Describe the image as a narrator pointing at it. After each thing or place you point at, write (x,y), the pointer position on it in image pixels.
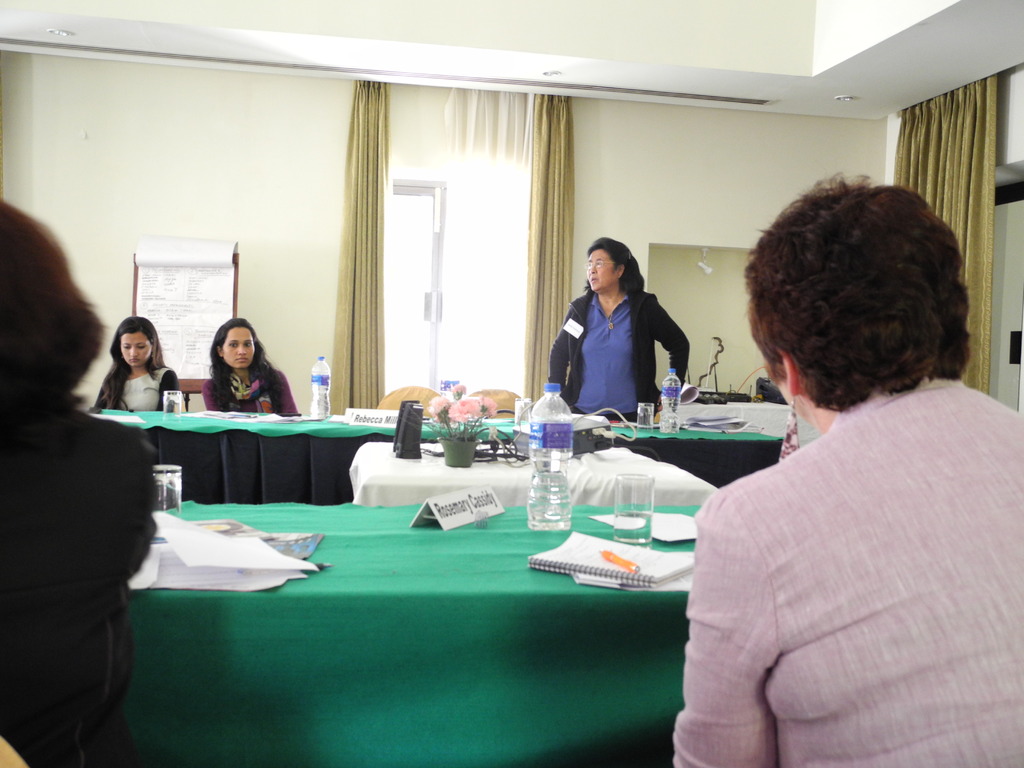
In this picture there are some people (233,385) those who are sitting on the chairs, there are two rows of table (330,509) and there is a flower pot (473,430) and bottles (449,378), glasses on the table (423,468) it seems to be a meeting, there is a notice board (230,264) at the left side of the image (174,368) and a window (508,339) and curtains (366,306) at the center of the image (493,367).
